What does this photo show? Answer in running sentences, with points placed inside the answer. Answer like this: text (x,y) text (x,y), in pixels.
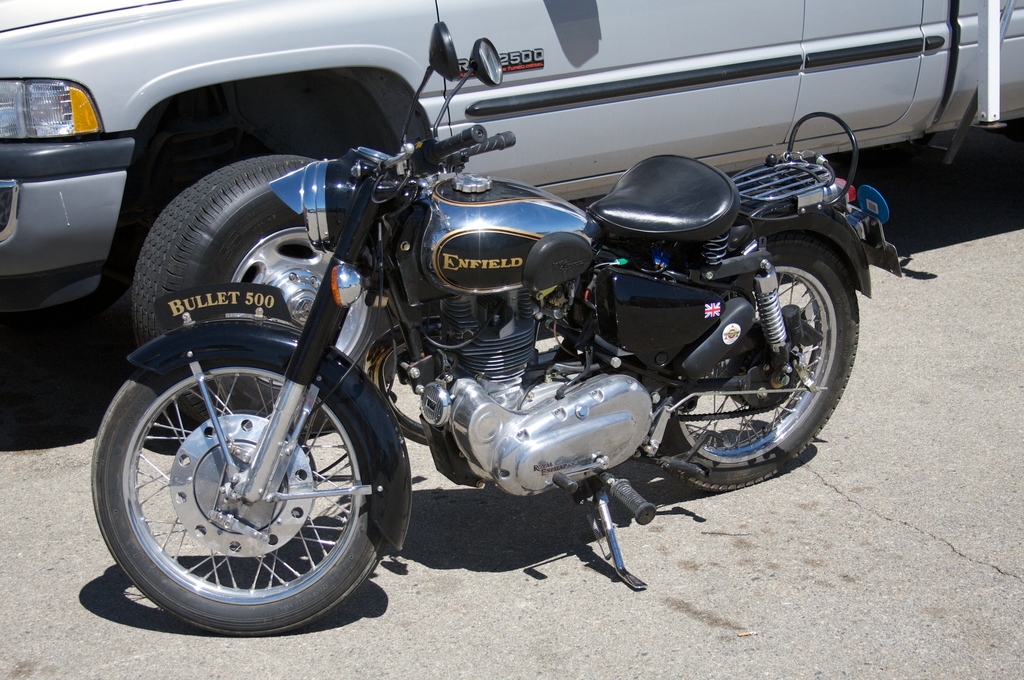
In this picture we can see the silver and black color enfield bike (581,437) parked on the road (570,532). In the background (557,39) there is a silver car (509,114).
